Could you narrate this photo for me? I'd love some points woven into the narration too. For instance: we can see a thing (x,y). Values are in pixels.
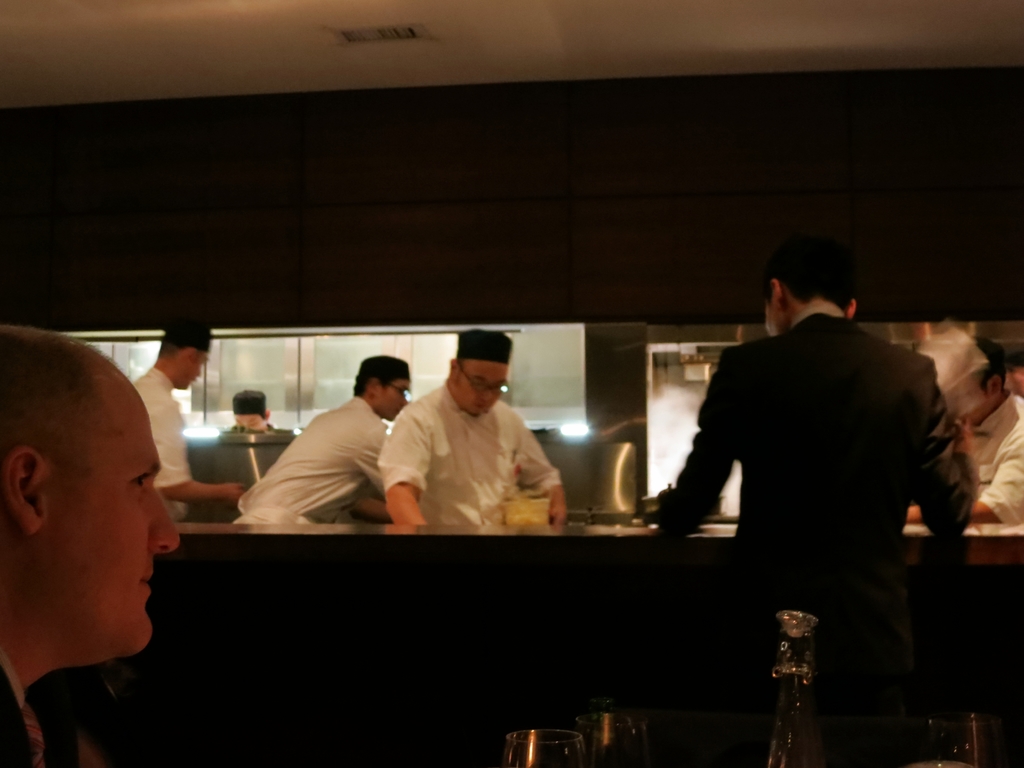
This picture describes about group of people (312,447), a man (80,460) is seated and few people (324,473) are standing, in the bottom of the image (627,726) we can see glasses (576,732) and bottle (797,681).
